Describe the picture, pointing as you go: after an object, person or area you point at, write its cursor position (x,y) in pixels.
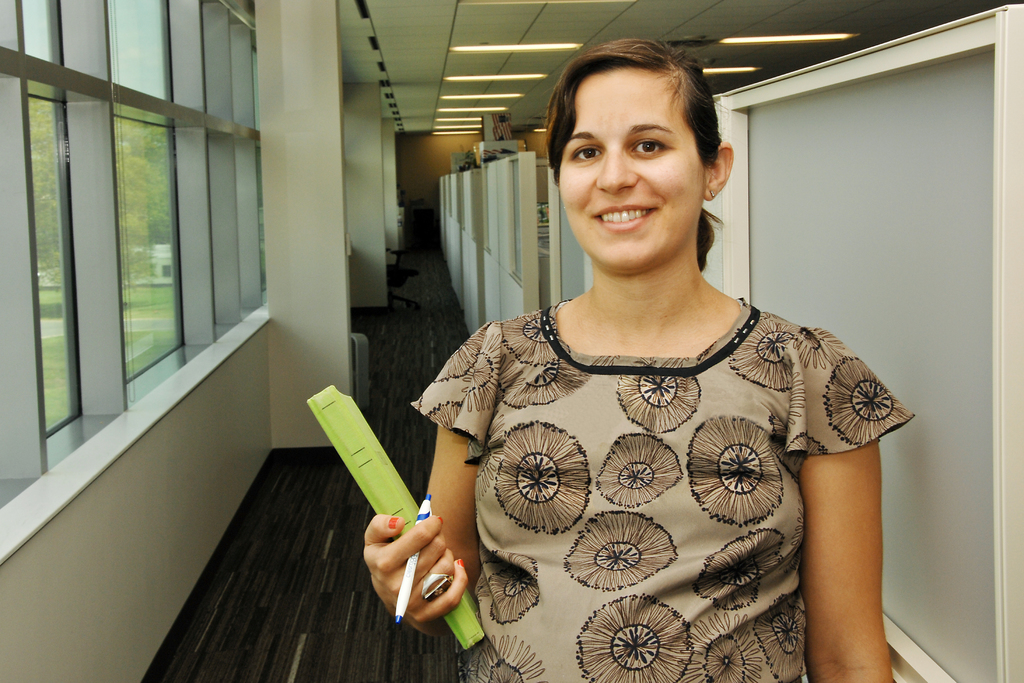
In this image I can see a woman (615,54) is standing and holding a book (402,492) and pen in her hand (437,570) and I can see a walkway (399,307) behind her with cabins (464,215) and poles (353,218) and on the left side of the image (102,224) I can see windows (165,219).
